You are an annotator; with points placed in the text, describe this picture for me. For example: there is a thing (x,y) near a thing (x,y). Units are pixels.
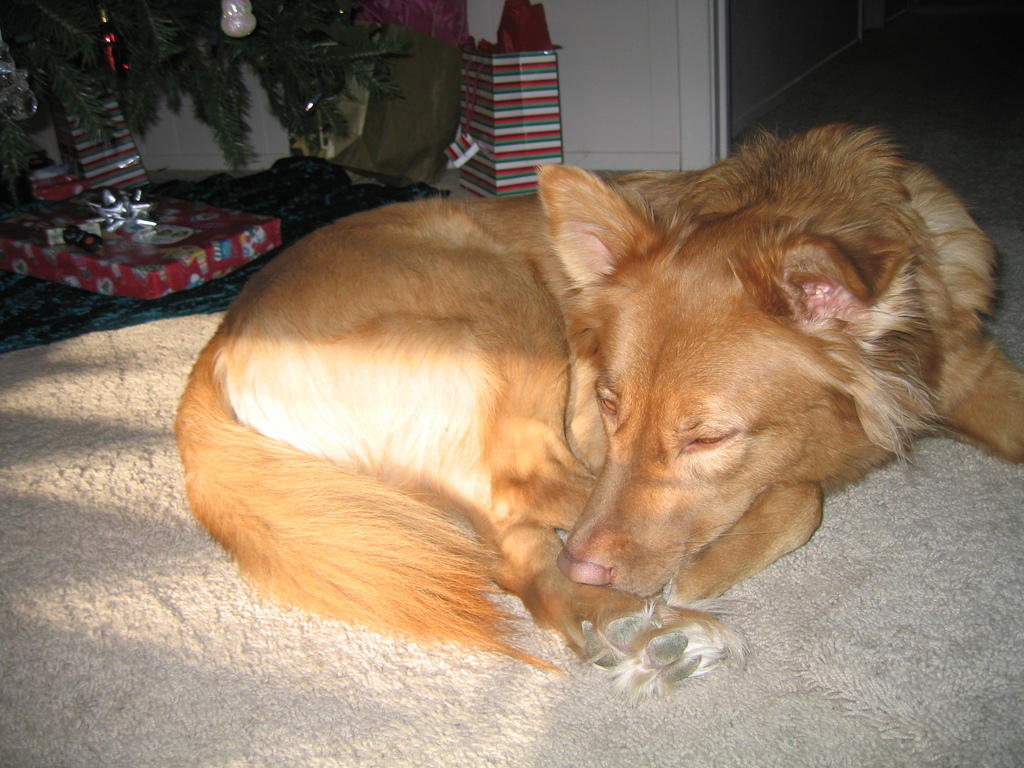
In the image we can see a dog (501,336), pale brown in color and the dog (405,349) is on the carpet (243,671). It looks like a Christmas tree (161,82) and the gifts (120,165), and here we can see the floor (911,95).
